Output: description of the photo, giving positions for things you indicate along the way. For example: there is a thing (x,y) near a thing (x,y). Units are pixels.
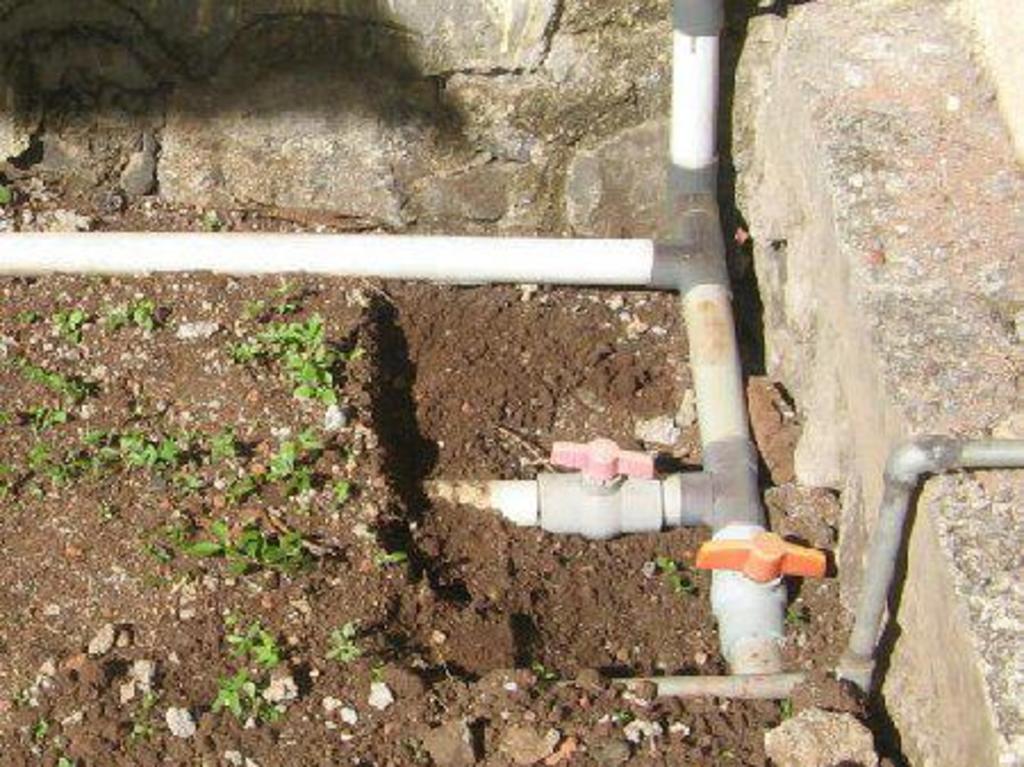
Here we can see plants (267,640) and pipes (698,409).
